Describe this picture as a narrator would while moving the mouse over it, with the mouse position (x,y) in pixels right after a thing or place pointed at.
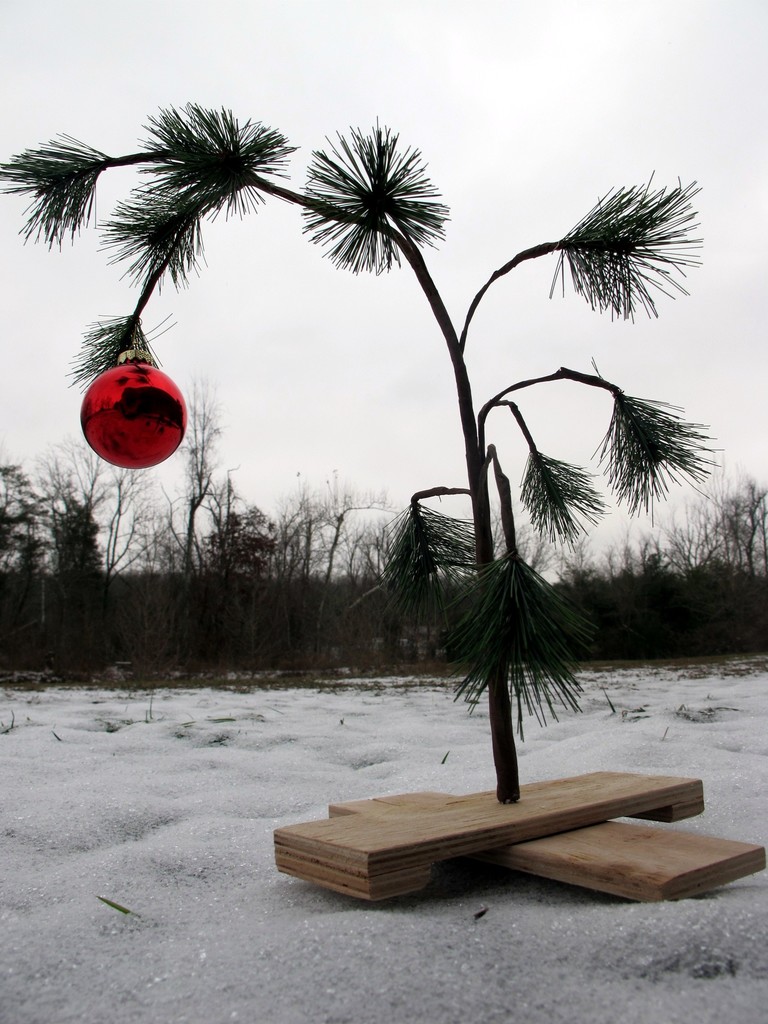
In this picture I can see there is a small plant (65,162) and it has a red ball (120,419). It is placed on a wooden plank (445,844) and there is snow (246,859) on the floor (334,967) and in the backdrop (65,442) there are plants (700,618), grass (95,685) and the sky (357,132) is cloudy.
